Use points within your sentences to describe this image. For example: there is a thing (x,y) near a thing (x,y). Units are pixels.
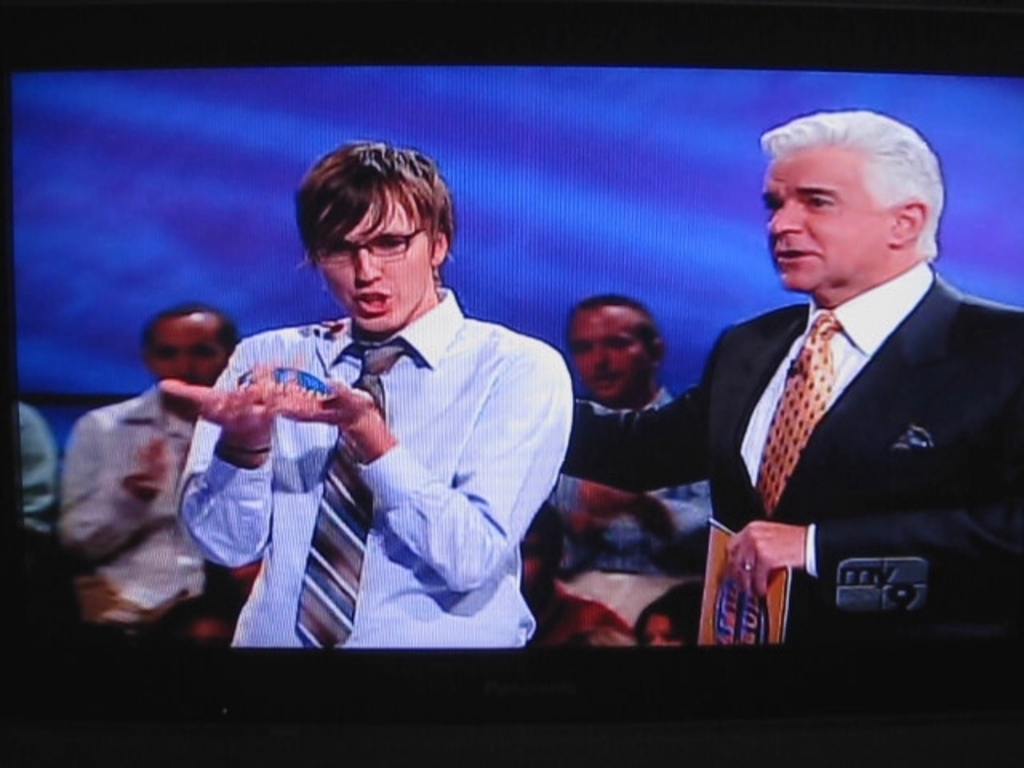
In this image we can see two people (474,447) standing. The man (823,461) standing on the right (825,598) is holding a paper (767,598) in his hand (800,564). In the background (620,534) we can see people (133,534) sitting.
